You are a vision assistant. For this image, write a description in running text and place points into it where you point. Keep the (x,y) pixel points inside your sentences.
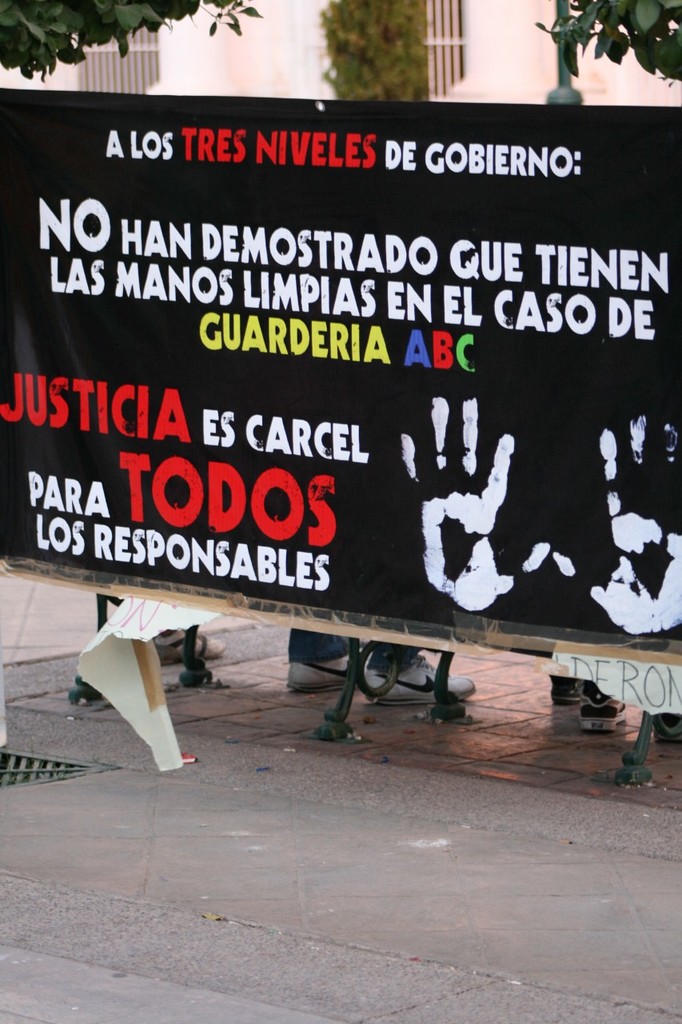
In this image we can see a banner (4,558) with some text (313,532) on it. We can also see the legs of some people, metal poles (349,701), plants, fence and a wall (213,91).
